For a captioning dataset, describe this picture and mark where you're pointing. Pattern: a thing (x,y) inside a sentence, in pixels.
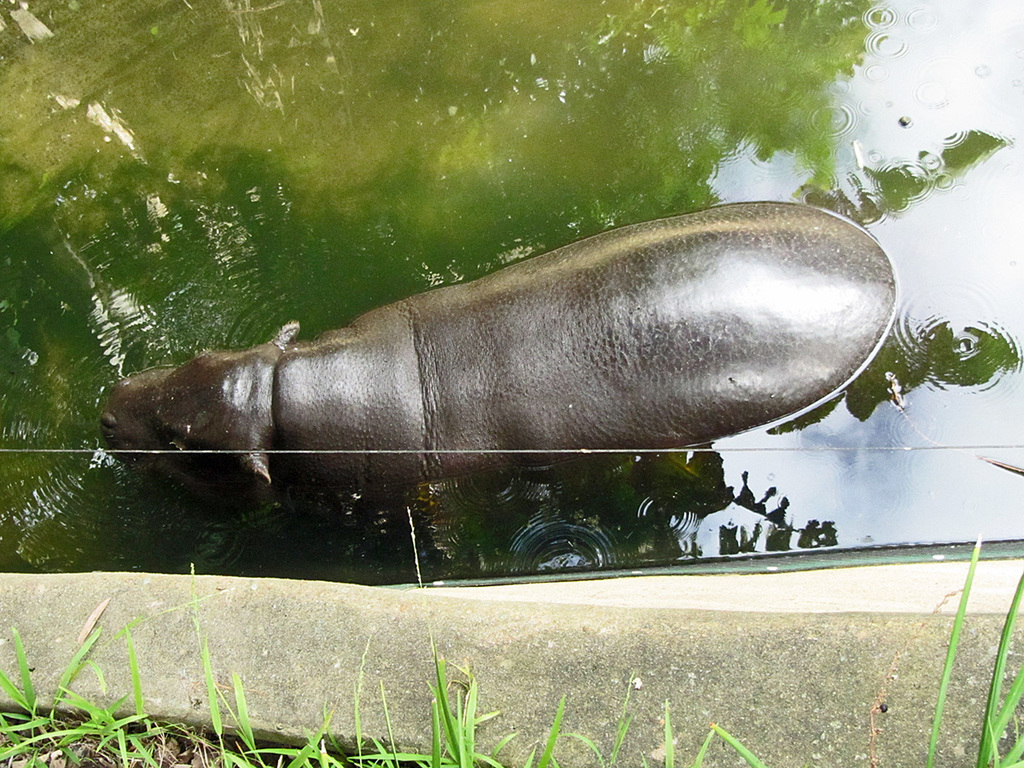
In this image there is an animal (682,294) in a pond (953,356), and at the bottom of the image (359,706) there is a wall (432,674) and grass (120,721).
